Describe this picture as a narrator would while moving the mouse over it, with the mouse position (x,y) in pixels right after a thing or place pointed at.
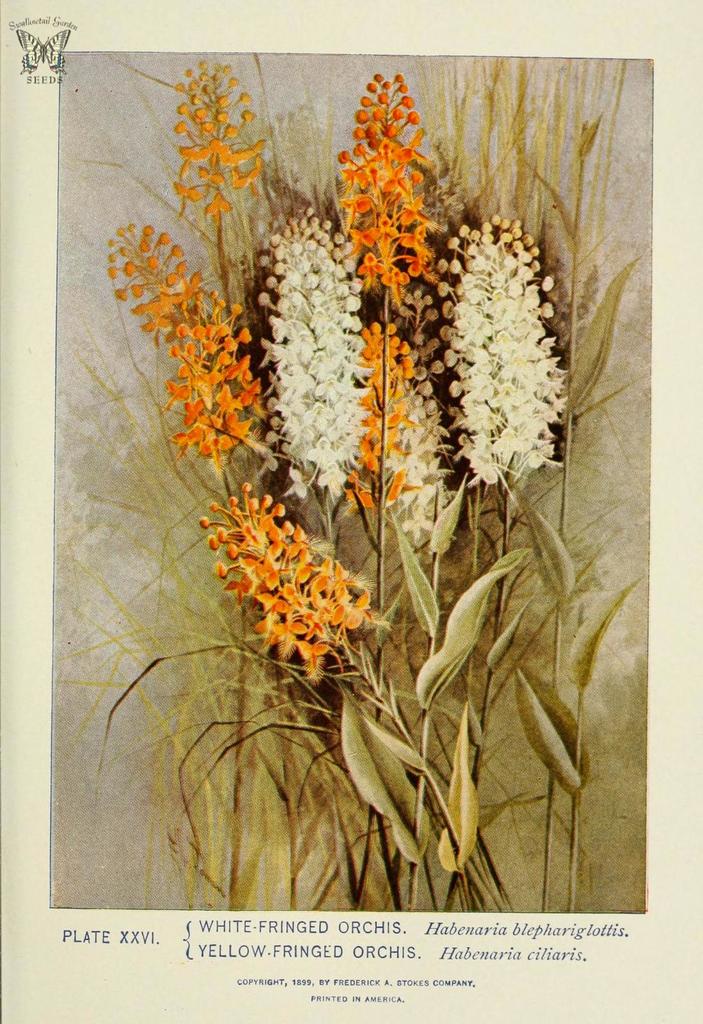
In this image I can see few white and orange color flowers (349,418) and dry leaves (531,685). Something is written on the image.
